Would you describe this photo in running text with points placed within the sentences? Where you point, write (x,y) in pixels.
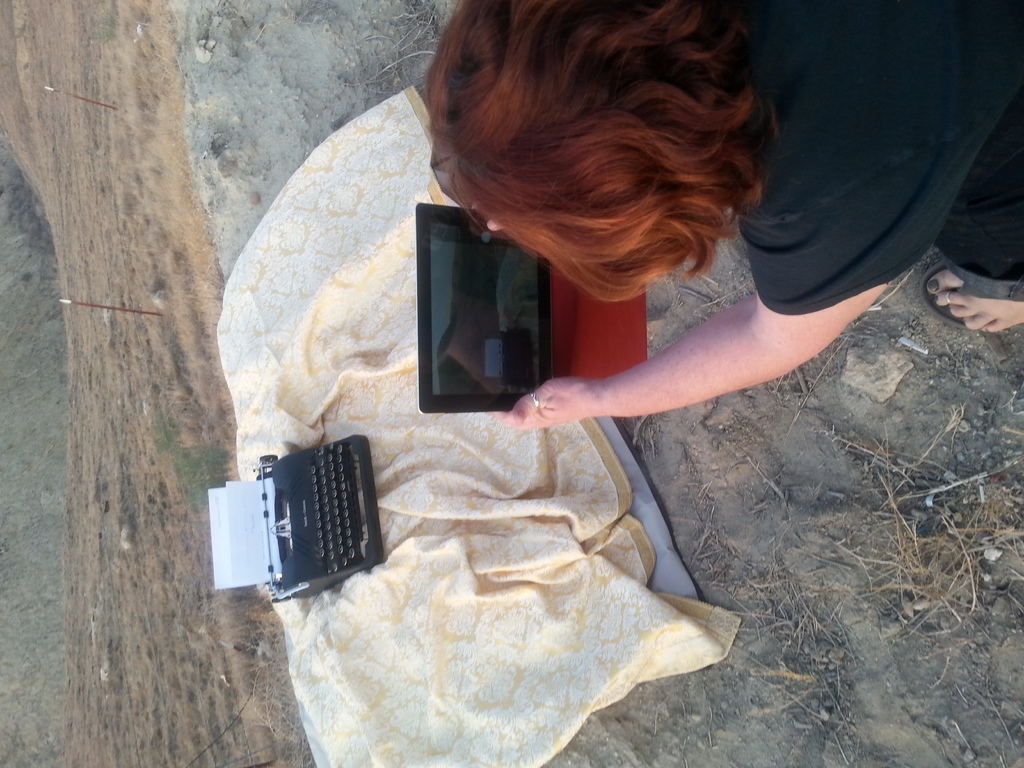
In the picture we can see a person (922,3) holding a tablet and capturing the picture of the typewriter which is on the cloth (337,766) and behind it we can see the muddy surface (992,396).
